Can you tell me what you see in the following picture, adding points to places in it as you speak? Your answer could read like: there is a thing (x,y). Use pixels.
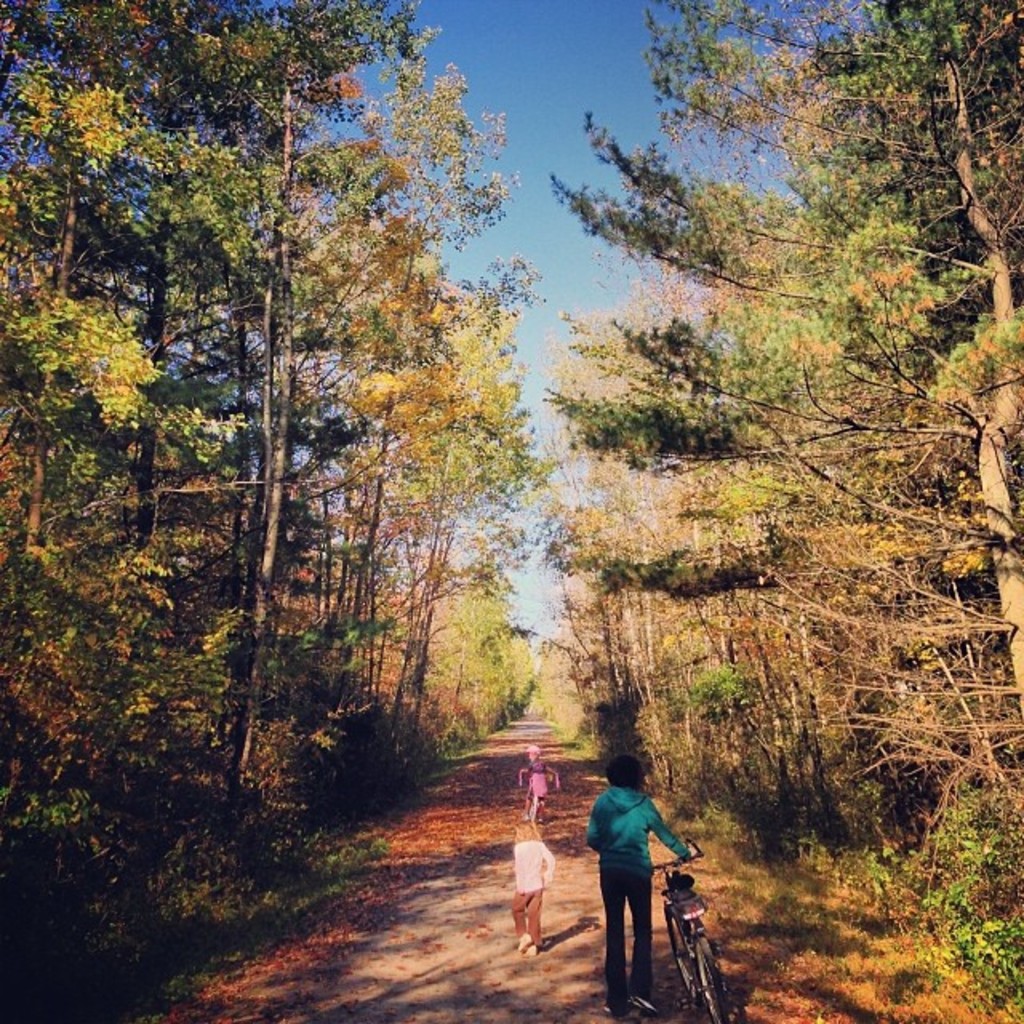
In this image there are two kids (522,827) on the road (497,854). Behind them there is a person (645,919) who is walking along with the cycle (686,919) by holding it. There are trees (370,496) on either side of the road (571,858). At the top (599,96) there is the sky (595,101).
